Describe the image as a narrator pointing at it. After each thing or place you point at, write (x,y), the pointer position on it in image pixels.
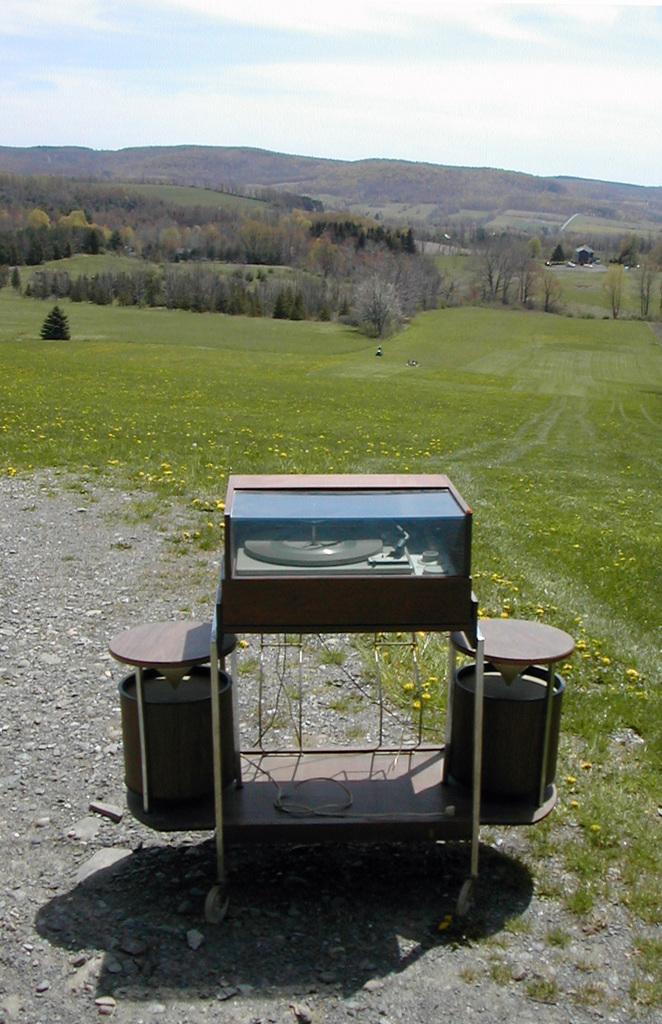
In this image I can see an open grass ground (360,454). I can also see number of trees (335,294), the sky (364,62) and here I can see an object (401,517) and shadow (371,893).
